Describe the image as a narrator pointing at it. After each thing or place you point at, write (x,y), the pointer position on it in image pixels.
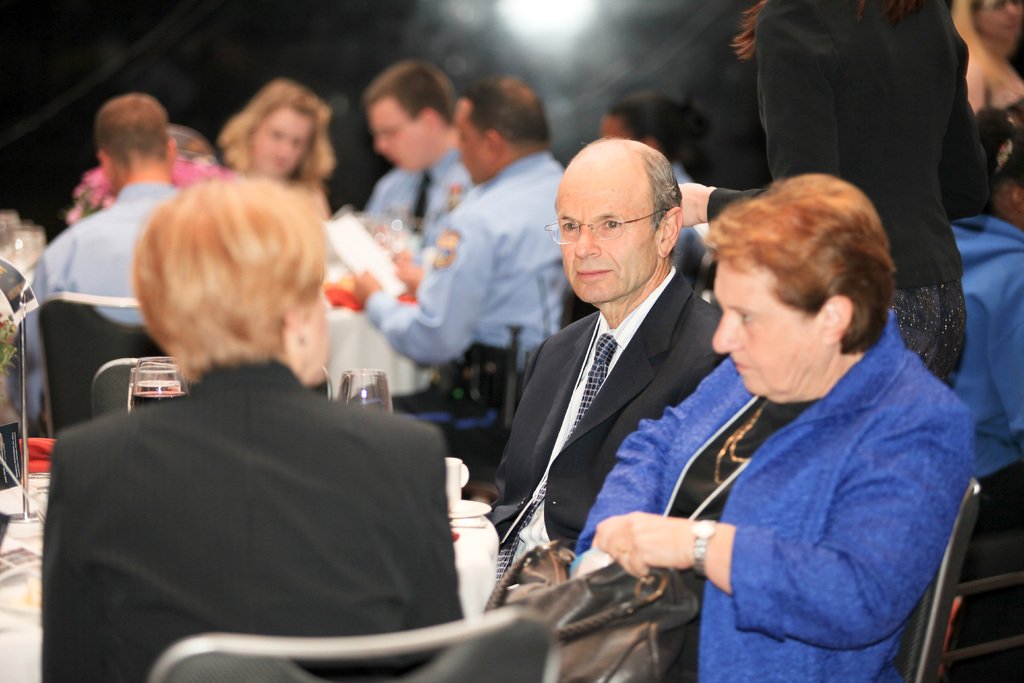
In this image, there are a few people (769,233). Among them, some people (754,446) are sitting on chairs (448,648). We can see some glass objects (375,376). We can also see the dark background (337,30). We can also see some objects (6,305) on the left (19,297).
